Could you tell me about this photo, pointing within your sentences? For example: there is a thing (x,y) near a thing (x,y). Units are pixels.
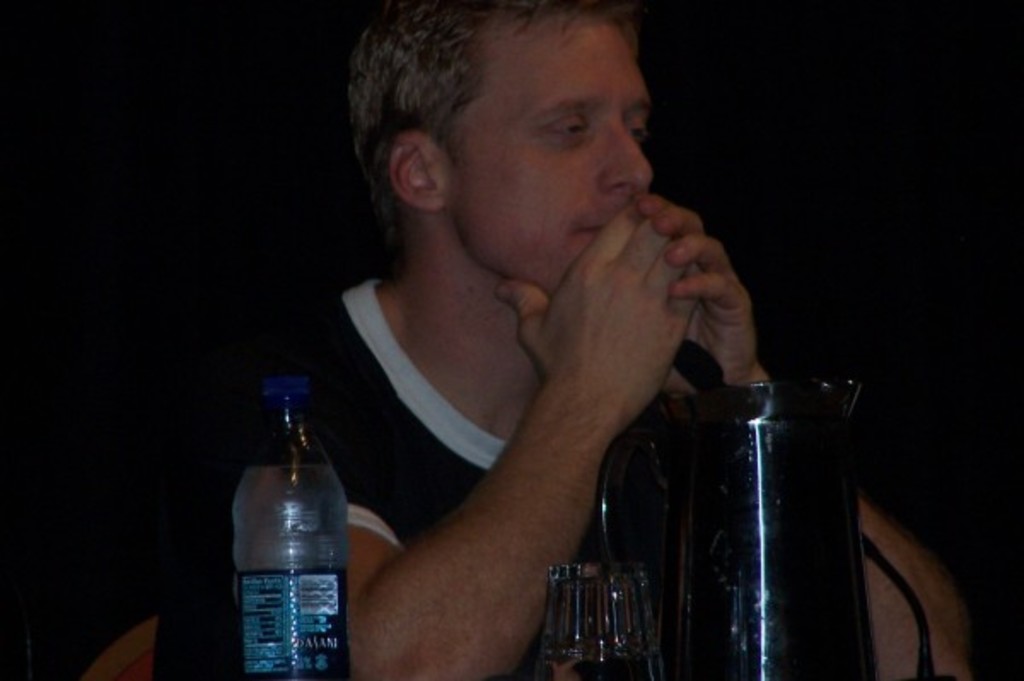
There is a man (492,44) who is behind jar (727,384) and there is a water bottle (329,498). The man (362,467) is sitting on chair (156,655).
